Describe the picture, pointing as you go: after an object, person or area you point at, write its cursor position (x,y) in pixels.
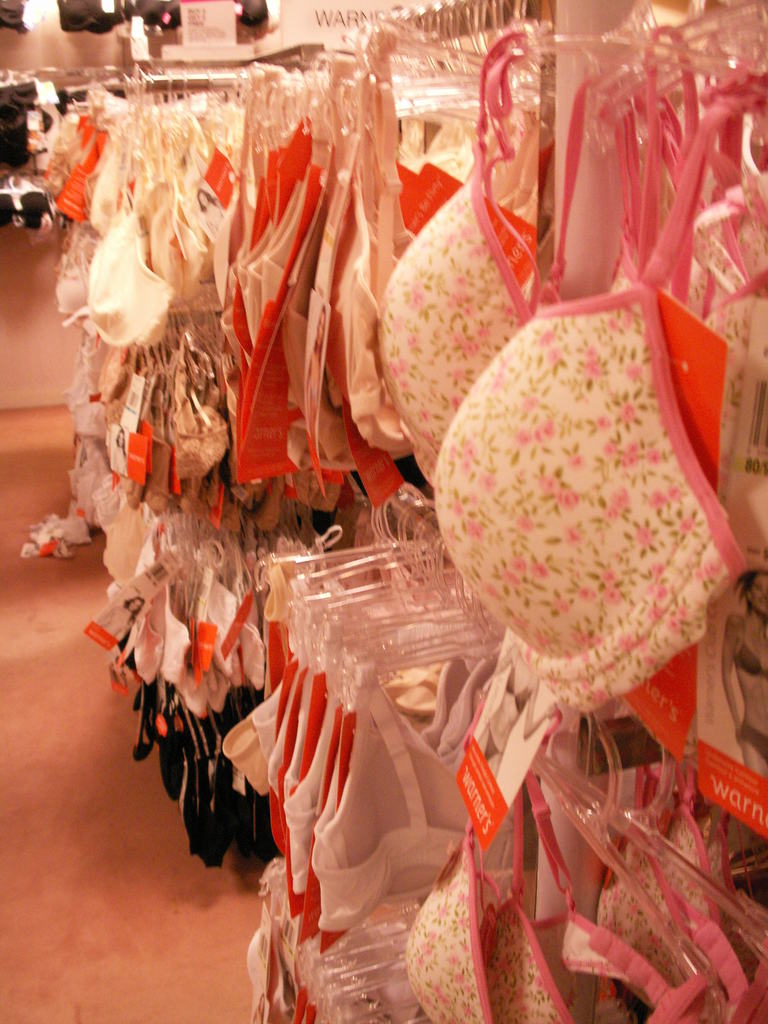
In this image there are clothes (689,798) hanged to the cloth hangers (548,35).
